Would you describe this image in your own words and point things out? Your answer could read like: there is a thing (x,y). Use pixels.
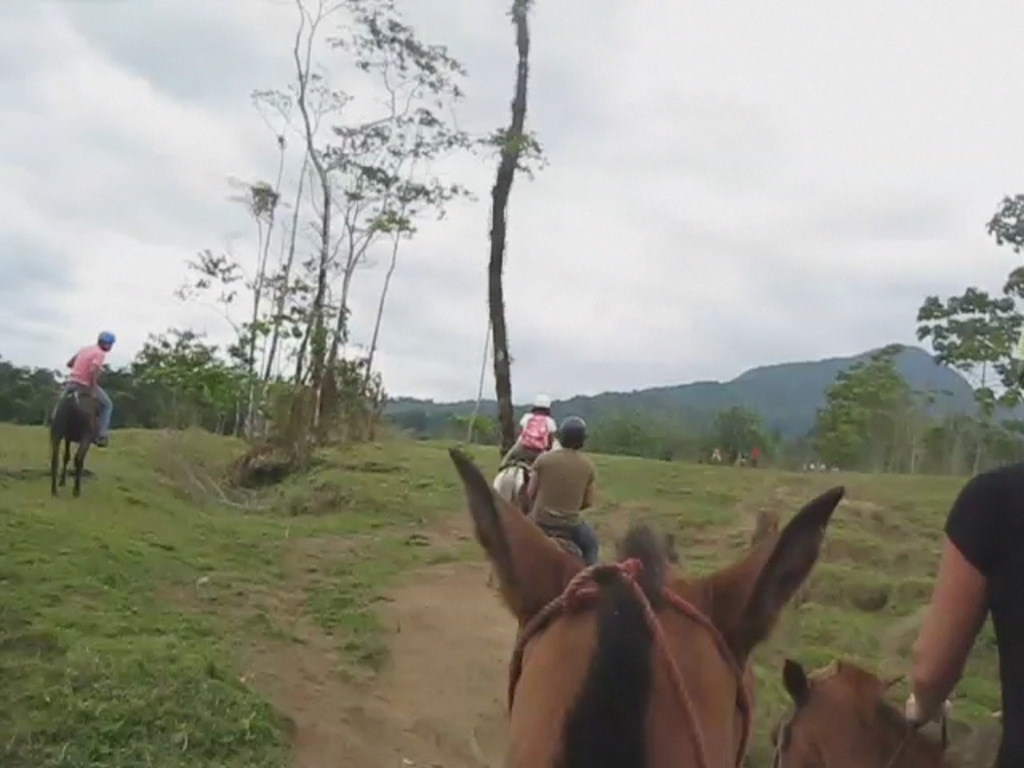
In this image I can see few people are sitting on the animals (543,695). These people (542,511) are wearing the different color dresses (571,521) and the helmets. In the background (296,334) I can see many trees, mountains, clouds (621,311) and the sky (463,189).
